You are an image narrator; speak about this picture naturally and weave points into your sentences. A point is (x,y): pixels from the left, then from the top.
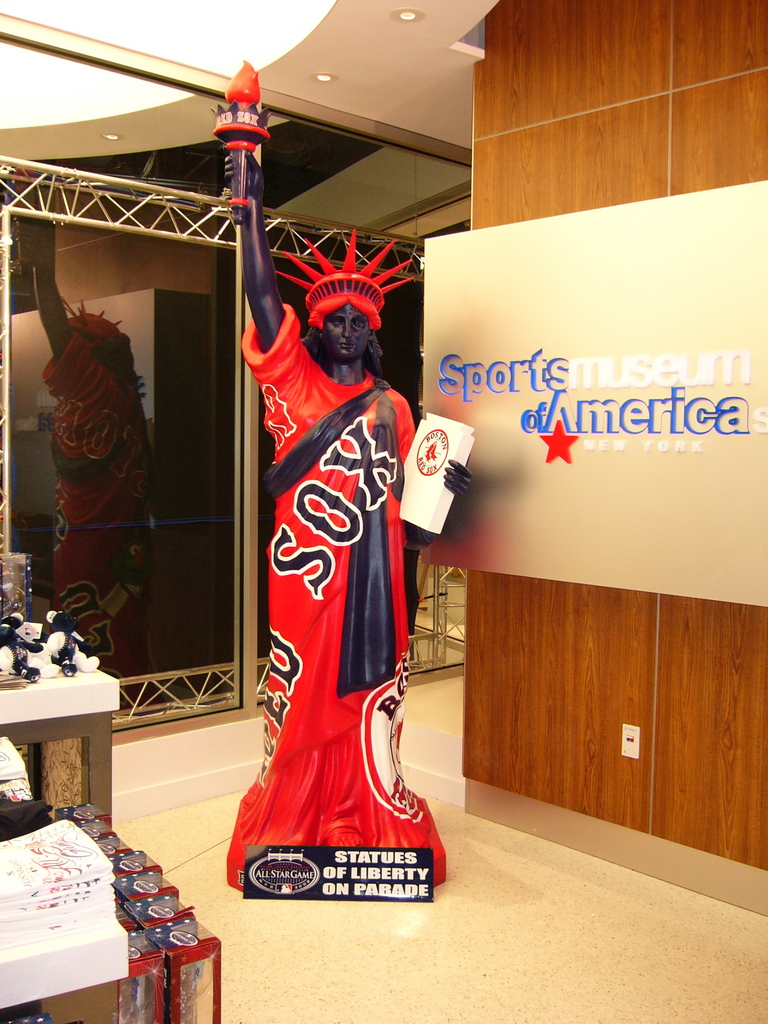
In this picture we can see a statue of liberty (301,638). We can see a board (585,215) on a wooden wall (617,204). There are some white and black objects (58,615) on the table (55,705). We can see other objects (199,999) on the left side (128,933). There is a glass (117,331) and some lights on top (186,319).
